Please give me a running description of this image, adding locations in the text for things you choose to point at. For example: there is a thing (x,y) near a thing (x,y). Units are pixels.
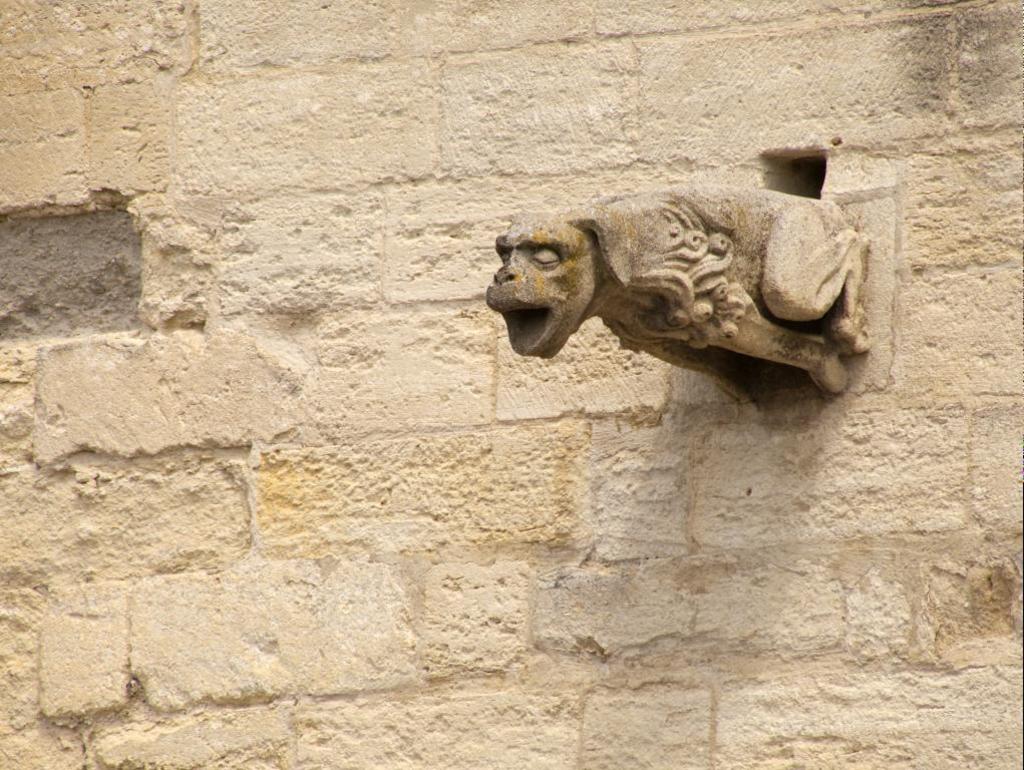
In this image, we can see a sculpture (819,250) on the wall (289,417).
